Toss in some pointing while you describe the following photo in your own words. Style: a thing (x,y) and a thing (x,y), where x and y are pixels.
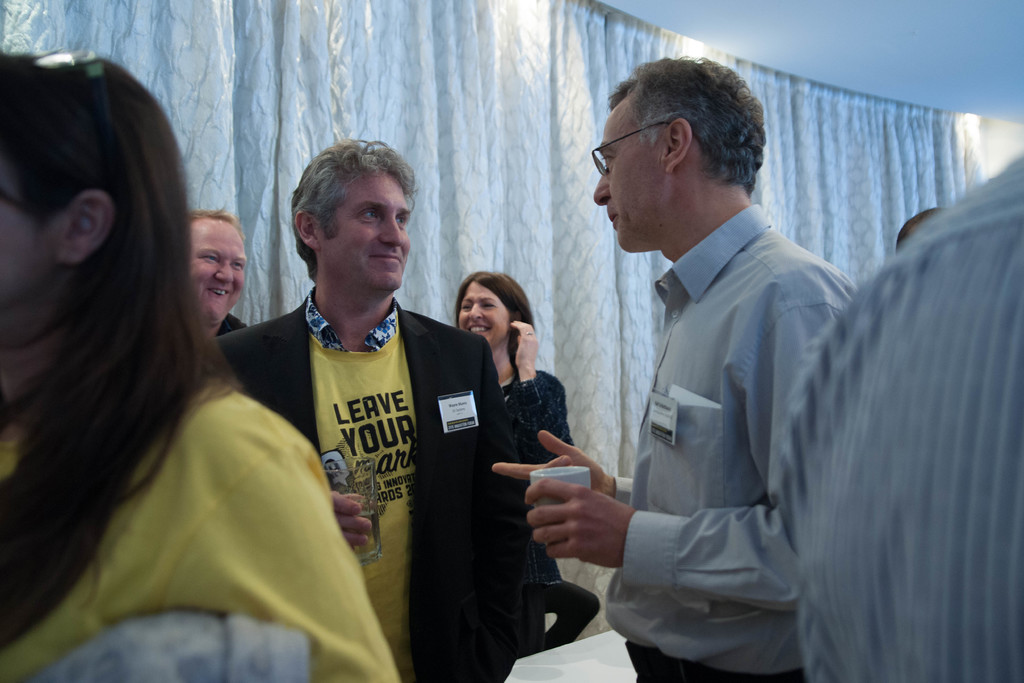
This is the picture of a room (992,159). In this image there are group of people (535,424) standing, there is a person (347,380) with yellow t-shirt (378,390) is smiling and the person (745,521) with blue t-shirt (736,411) is holding the cup (570,476). At the back (432,78) there are curtains (416,78) and light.
